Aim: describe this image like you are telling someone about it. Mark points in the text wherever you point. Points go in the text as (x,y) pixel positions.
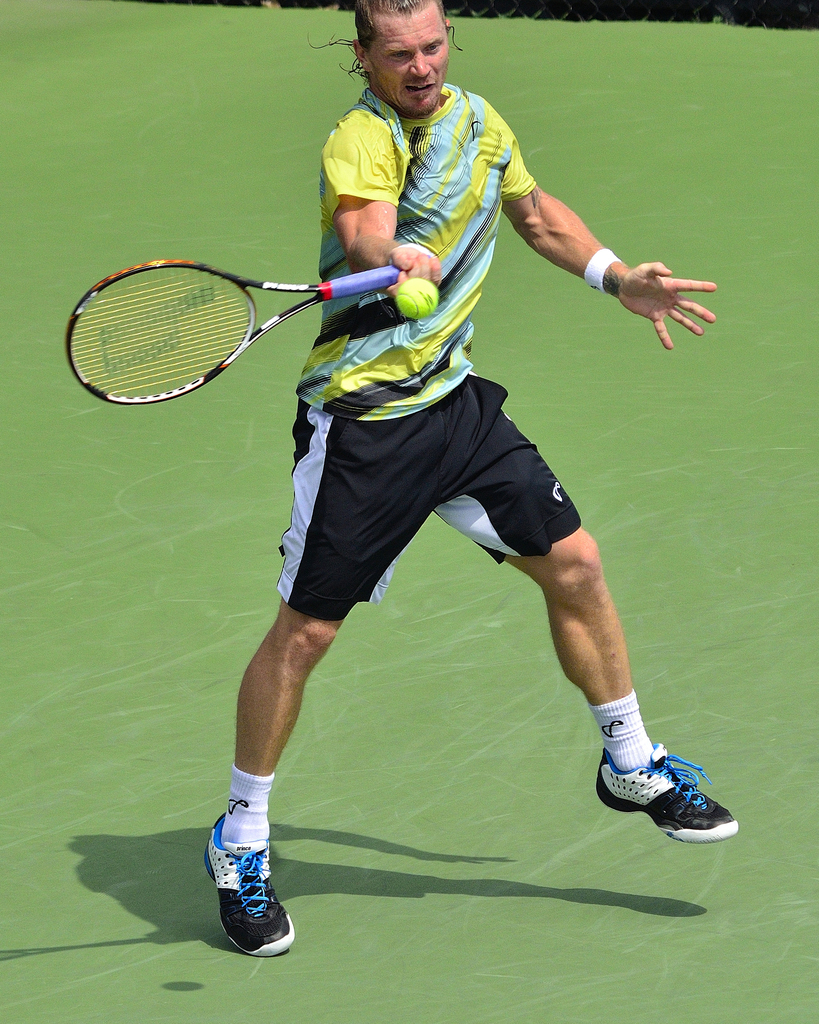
In this image, we can see persons (492,234) wearing clothes (318,596) and holding tennis racket (298,313) with his hand (436,262). There is a ball (423,291) in the middle of the image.
